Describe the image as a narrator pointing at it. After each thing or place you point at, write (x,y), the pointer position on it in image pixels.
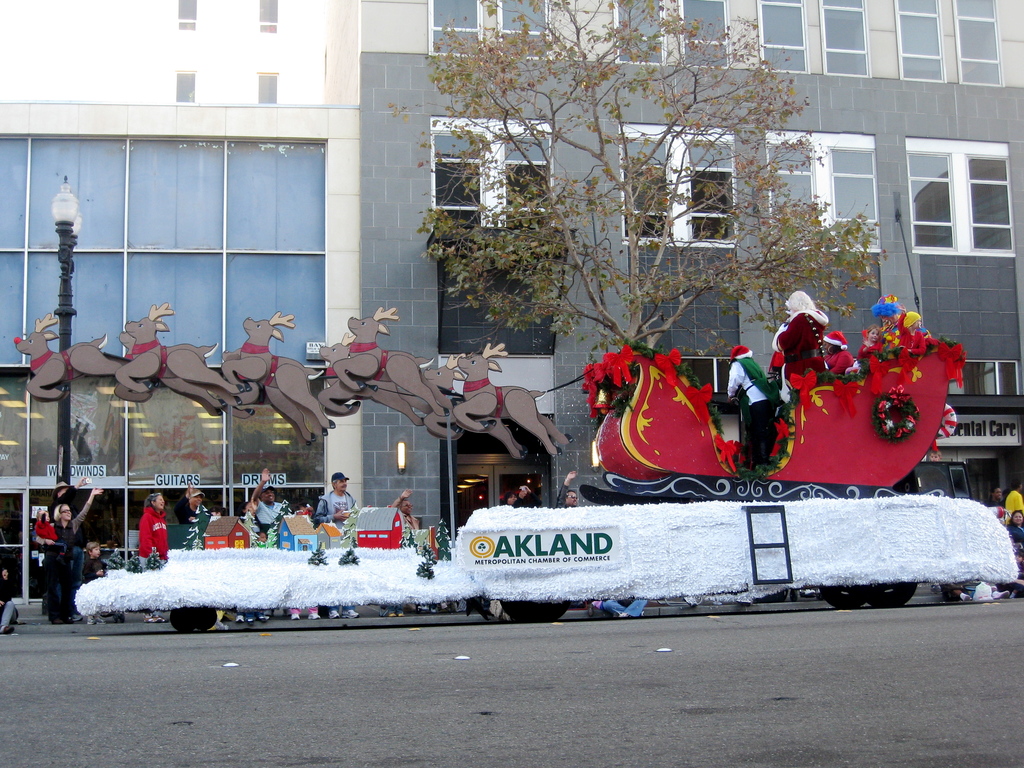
In the center of the image (601,507) we can see a vehicle (443,583) on the road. On the vehicle (561,583), we can see one object (688,435). In that object (662,444), we can see a few people (763,381) are in different costumes (814,356). In the background (382,221), we can see buildings (374,64), windows (709,34), one pole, one tree (558,271) and few people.
